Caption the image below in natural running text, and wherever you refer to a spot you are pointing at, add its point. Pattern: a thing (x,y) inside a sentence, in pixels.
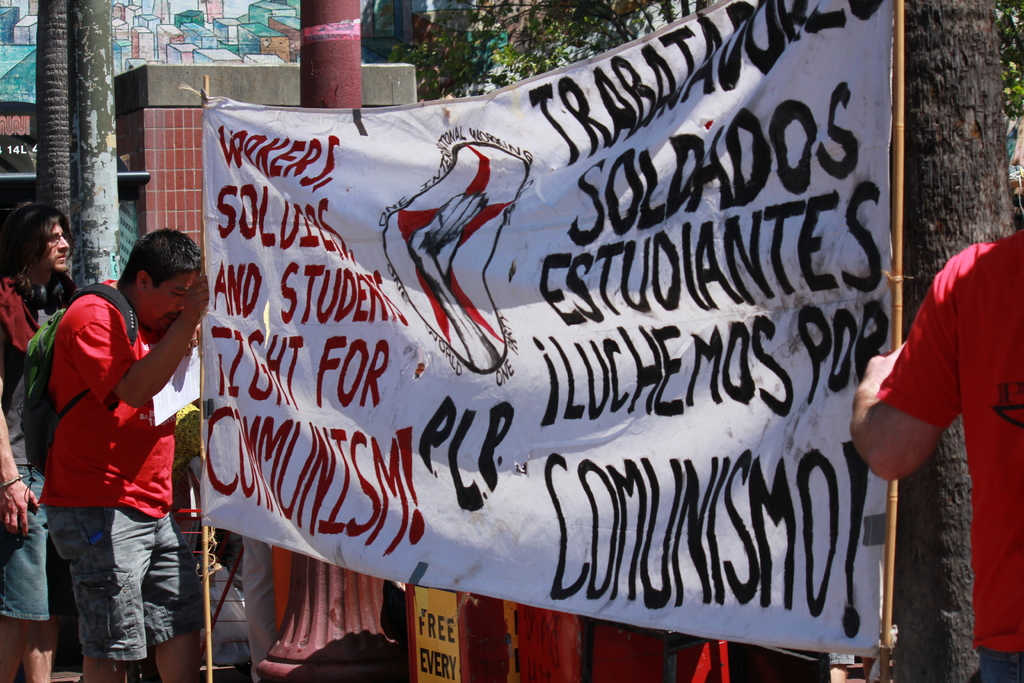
In the image in the center (589,324), we can see two persons (122,415) are standing and holding a sign board (421,403). In the background (503,44), we can see trees (956,20), buildings (136,80), poles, banners (599,88) and few people (23,273) are standing.
